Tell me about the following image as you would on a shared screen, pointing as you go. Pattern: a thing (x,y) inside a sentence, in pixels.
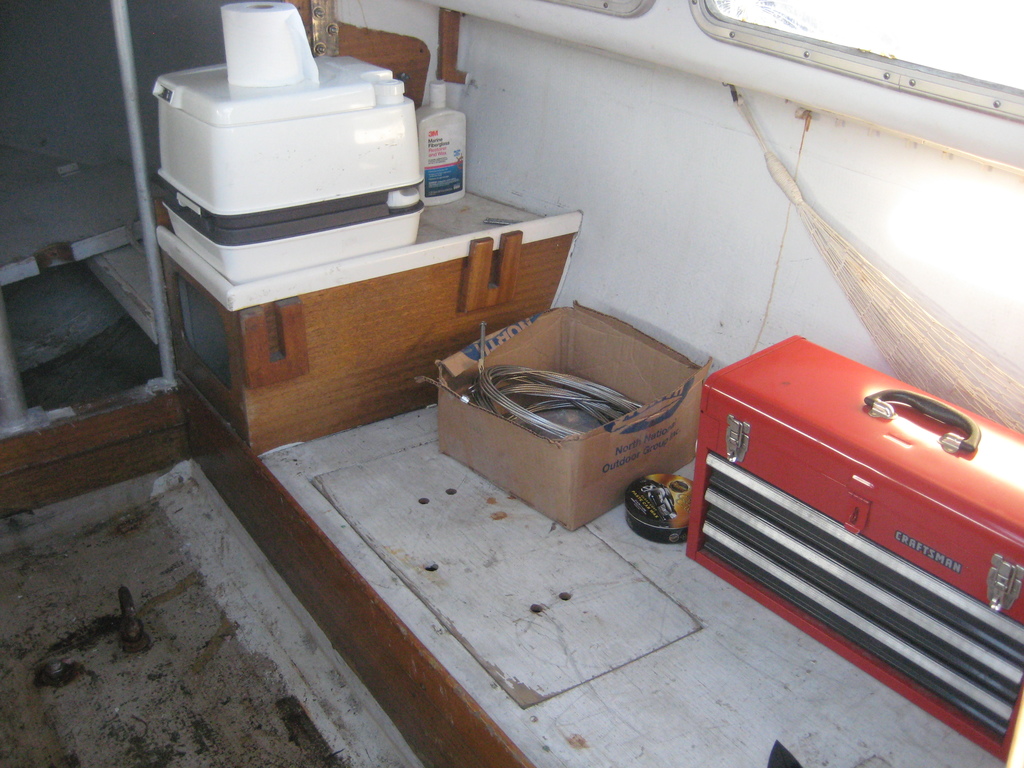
On the right side of the image (699,645) there is a wooden surface (724,679) with white painting (400,527). On that surface (501,543) there is a cardboard box (565,459) with wires (582,398), red box (739,442) and small round shape box (670,492). Behind them there is a white wall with a window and there is a net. In the background (286,271) there is a white box (324,114) with a tissue roll (275,76) on it. Beside the white box (363,95) there is a white bottle (447,146). And also there is a pole (168,357).
